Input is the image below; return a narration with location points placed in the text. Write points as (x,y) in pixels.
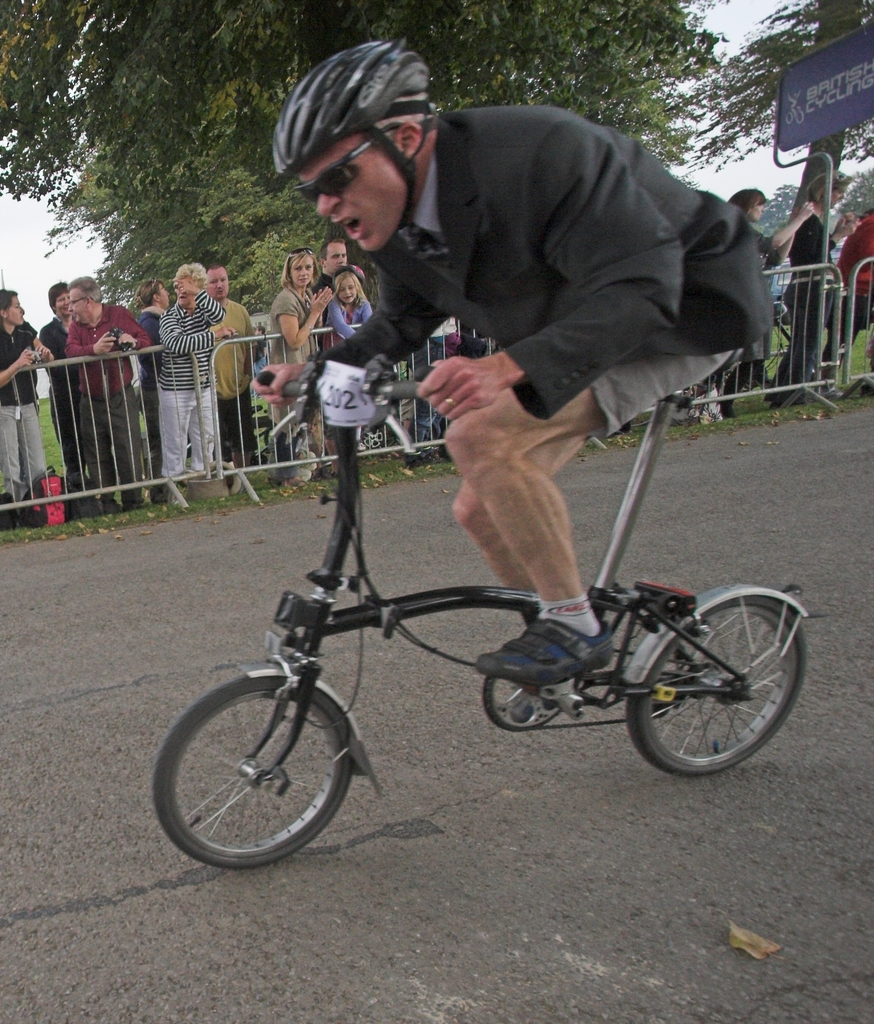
In this picture there is a person (594,325) riding bicycle (613,605) on the road (458,674). There are group of people (839,228) standing behind the railing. There is a board (790,128) on the pole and there are trees (582,53). At the top (735,6) there is sky (720,13). At the bottom (81,689) there is a road (7,620) and there is grass (365,460).
